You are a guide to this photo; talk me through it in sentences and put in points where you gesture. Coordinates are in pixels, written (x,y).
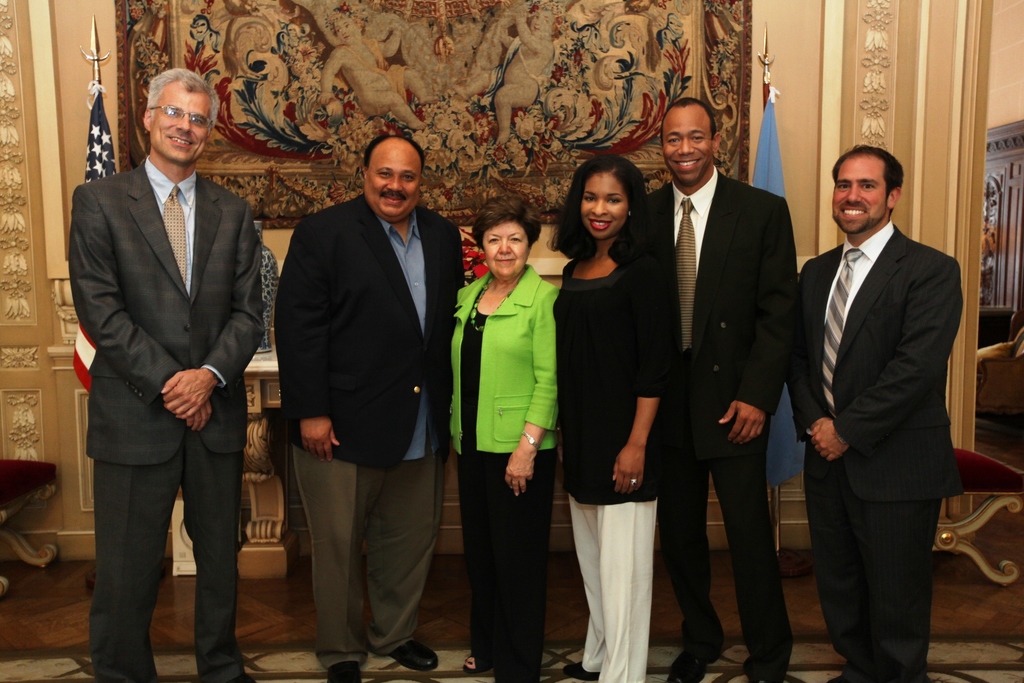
In the background (878,130) we can see a frame (585,54) on the wall (879,90). We can see flags (97,41) and objects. In this picture we can see people (891,287) standing and all are smiling. At the bottom portion of the picture (270,609) we can see the floor (283,608).
